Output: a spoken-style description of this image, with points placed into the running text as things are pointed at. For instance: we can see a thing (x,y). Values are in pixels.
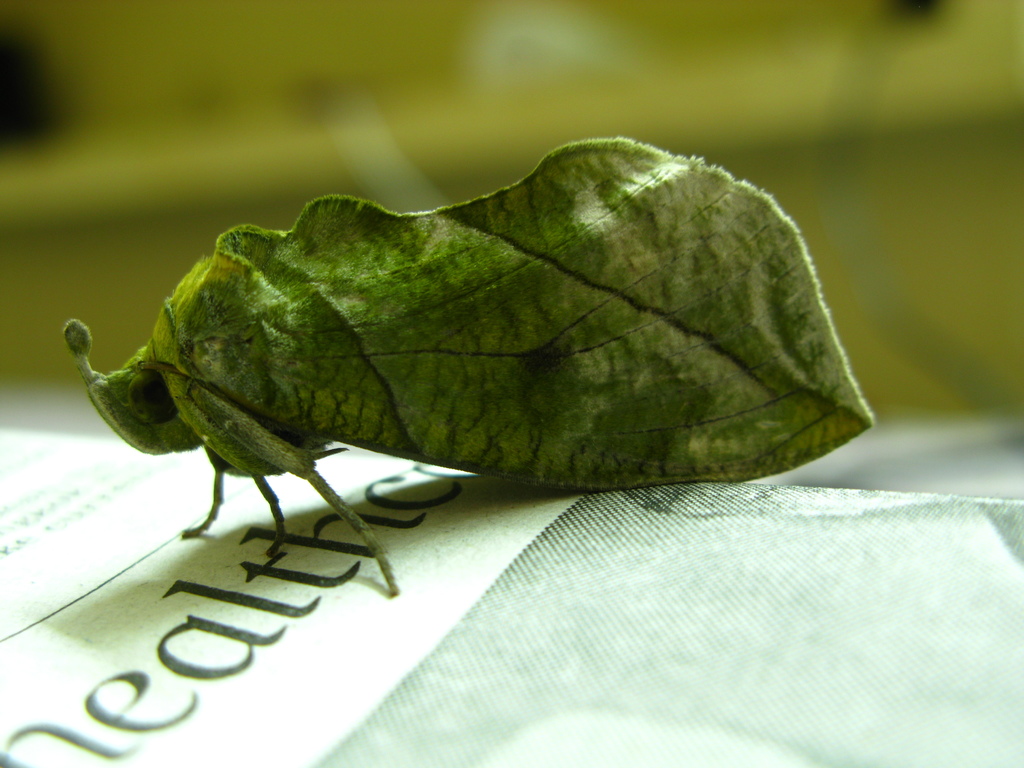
In this image, in the middle (444,423) there is an insect (589,460). At the bottom (629,656) there is a poster (640,666).
